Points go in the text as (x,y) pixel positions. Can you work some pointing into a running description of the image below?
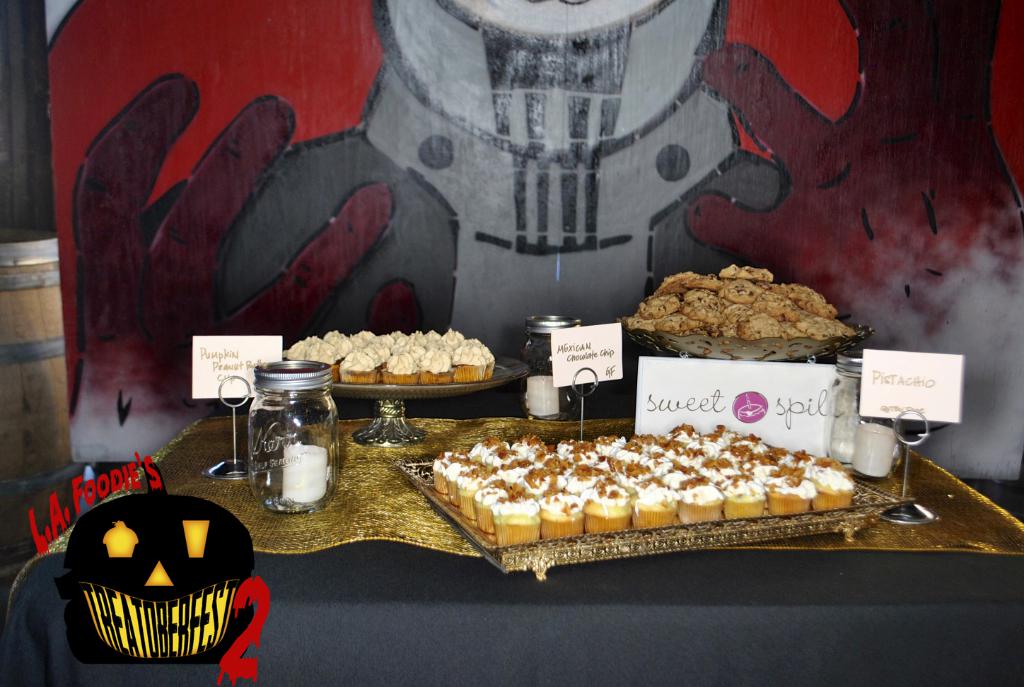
In this image we can see food items (326,363) in the trays (532,548), three glass jars (294,443), we can see written text papers (596,350), we can see the table (265,575), at the top (832,154) we can see painting (615,124), in the bottom left corner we can see written text (209,610).
